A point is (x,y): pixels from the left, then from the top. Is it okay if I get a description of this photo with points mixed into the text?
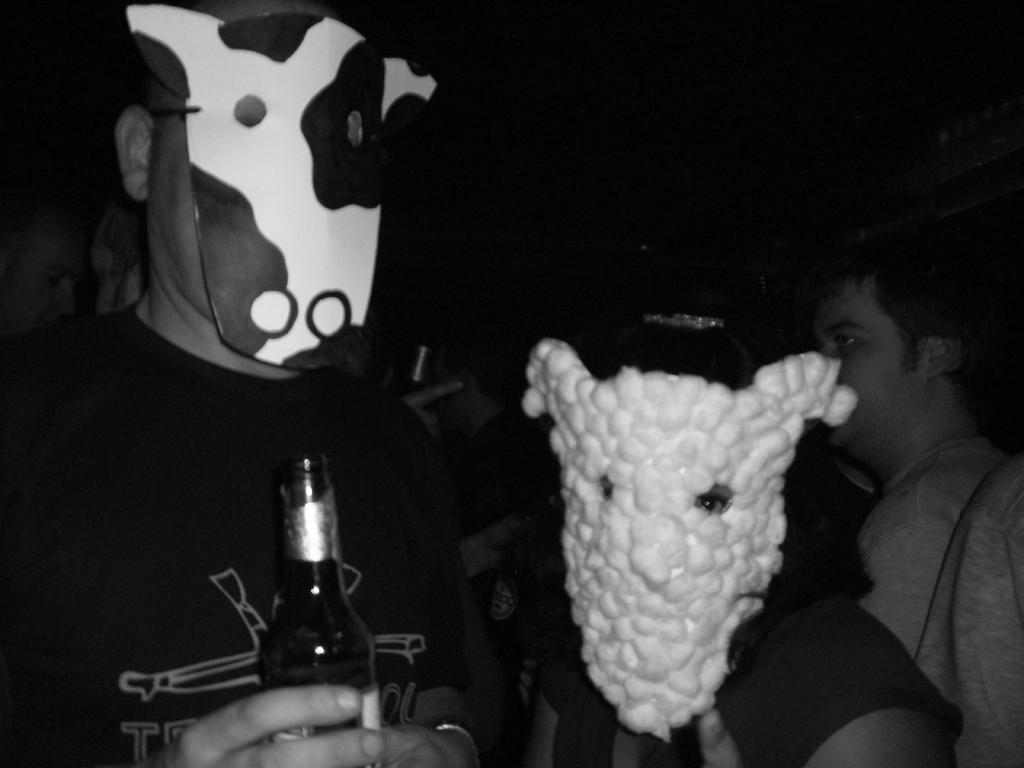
In this image, few peoples (243,508) are there. Few are wear a face mask (704,473). In the left side of the image (210,475), a human (215,500) hold a bottle (269,631) in his hand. And he wear a t-shirt (122,586). And the right side of the image (909,559), the human (920,562) wear a gray color shirt (921,558).
